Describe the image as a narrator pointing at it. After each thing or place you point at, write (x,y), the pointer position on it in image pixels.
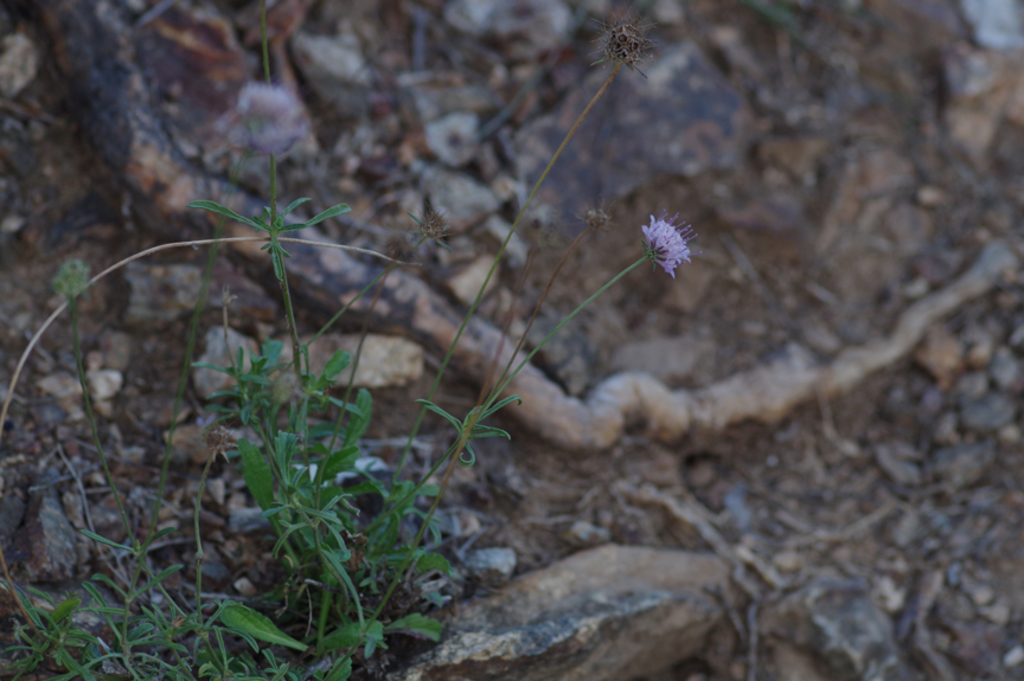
In this image we can see plants (301,426), flower (644,246) and ground (753,268).
